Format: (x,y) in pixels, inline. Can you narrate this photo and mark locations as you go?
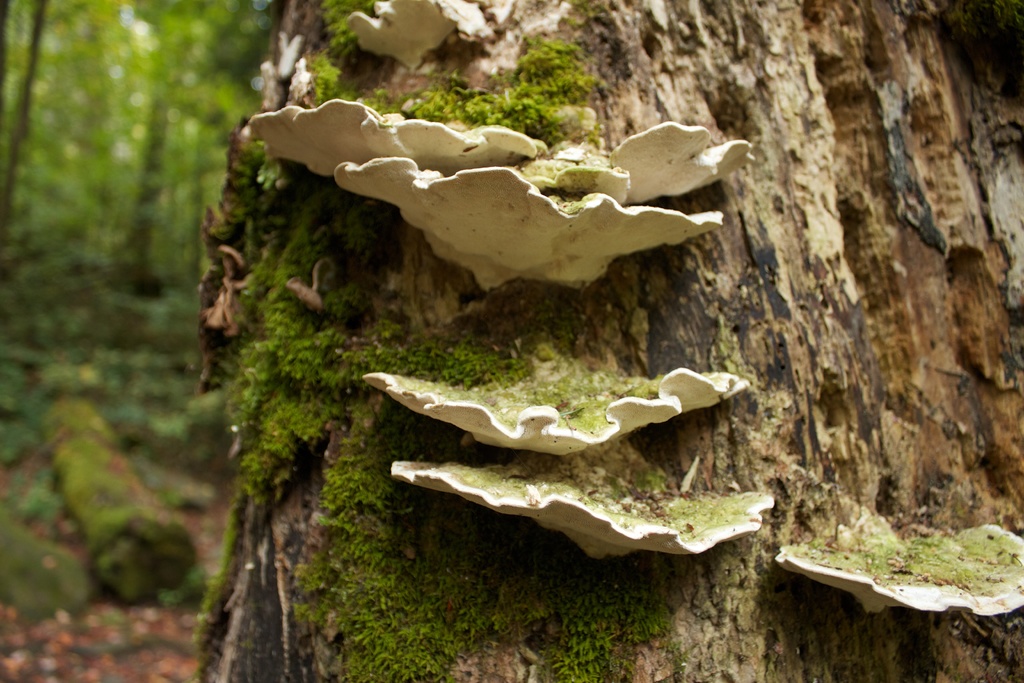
In the center of the image (667,284) we can see one tree (814,472) and mushrooms (398,5), which are in white color. In the background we can see trees (61,6), grass (121,411) etc.
